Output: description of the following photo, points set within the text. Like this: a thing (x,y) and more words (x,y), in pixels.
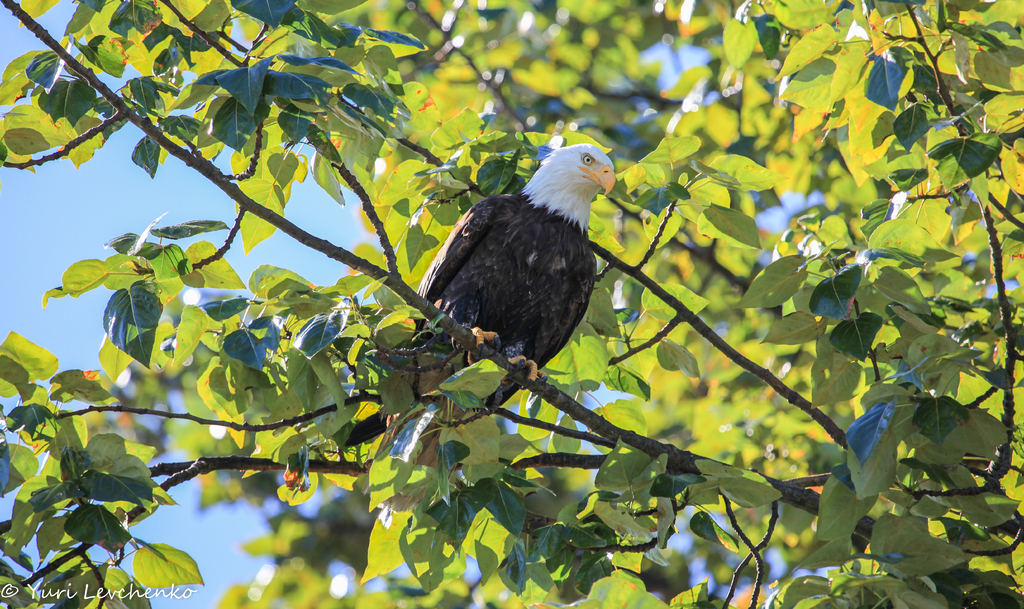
In this image we can see a bird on the tree (402,223) and in the background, we can see the sky (290,208), at the bottom of the image (135,592) we can see the text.
